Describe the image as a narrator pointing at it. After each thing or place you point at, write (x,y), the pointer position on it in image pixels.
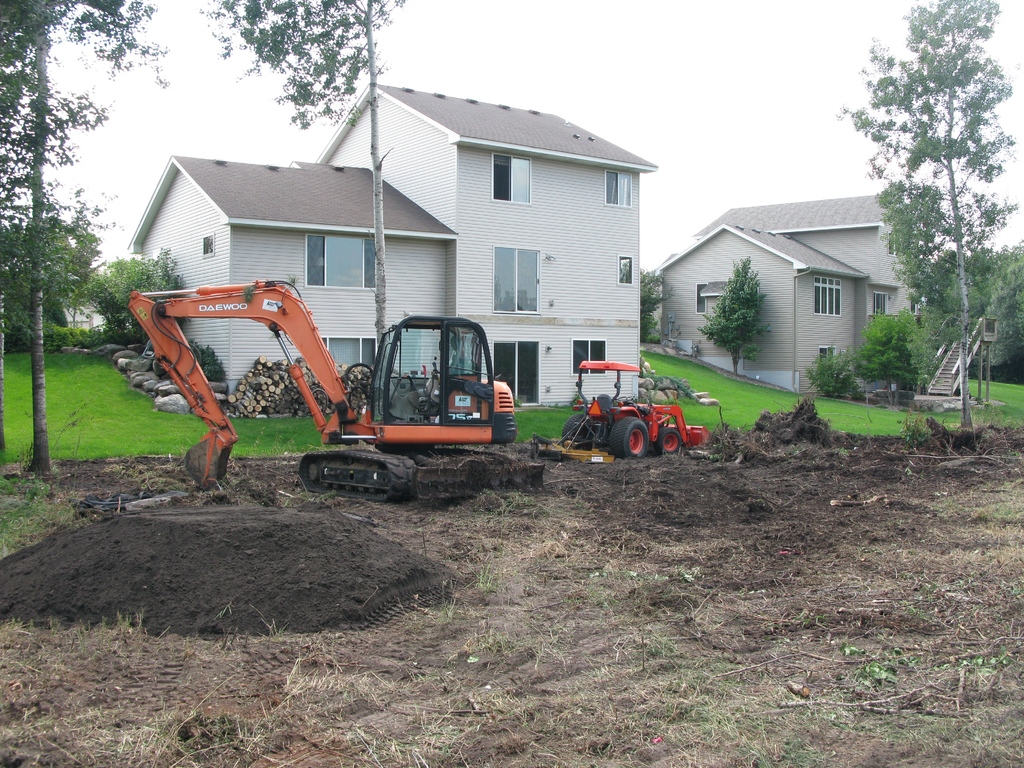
In this image there is a land (732,461), on that land (1009,514) there are crane (486,437), tractor (574,425), in the background (74,438) there is a grassland (21,429) houses (697,271), trees (59,226) and the sky (201,105).
